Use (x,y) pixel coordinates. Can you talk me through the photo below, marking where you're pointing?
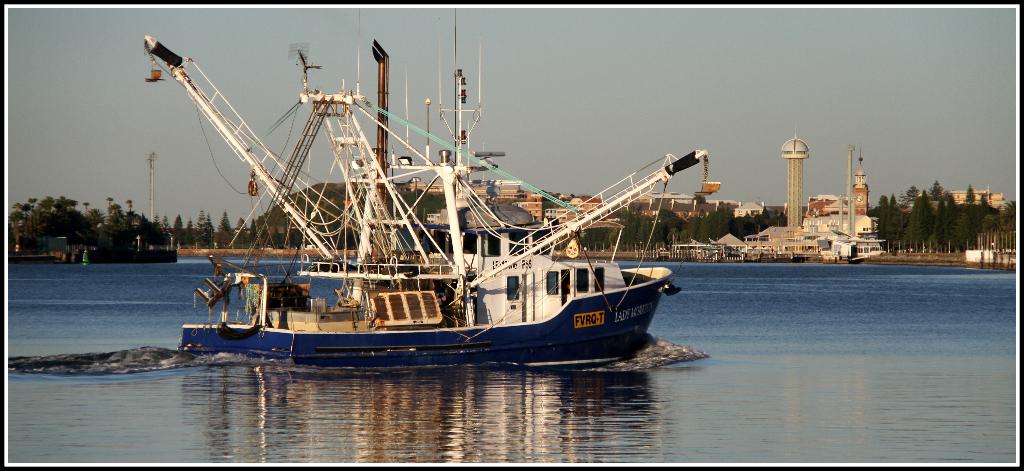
In this image there is a ship (528,305) on the river (692,373). In the background (684,209) there are buildings (590,209), trees (776,213) and the sky (696,103).
